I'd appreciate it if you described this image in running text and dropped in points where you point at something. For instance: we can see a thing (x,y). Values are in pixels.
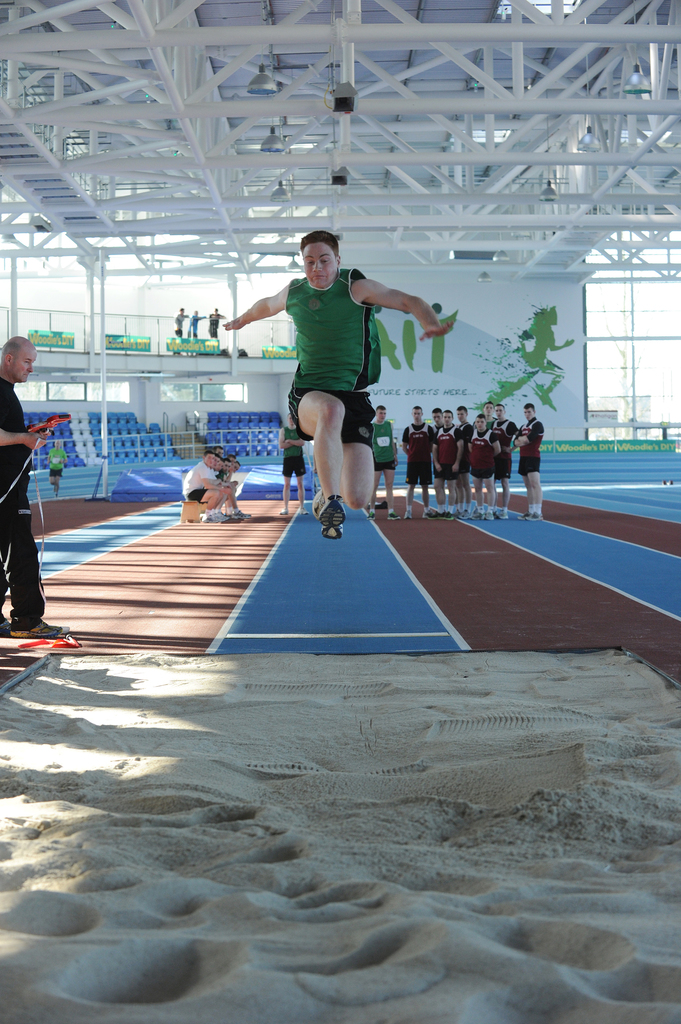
In the foreground of the picture (306,684) there is sand (171,693). In the middle of the picture (295,396) we can see a person (343,381) jumping. On the left (17,449) there is a person (27,497) standing. In the background (127,427) there are chairs (127,427), banner (556,446), people (298,453), running track (639,487) and other objects (209,430). At the top (311,113) there are iron frames (464,82) and light (259,92). In the center of the background (218,313) we can see three person (184,314) standing by the railing (207,324).
